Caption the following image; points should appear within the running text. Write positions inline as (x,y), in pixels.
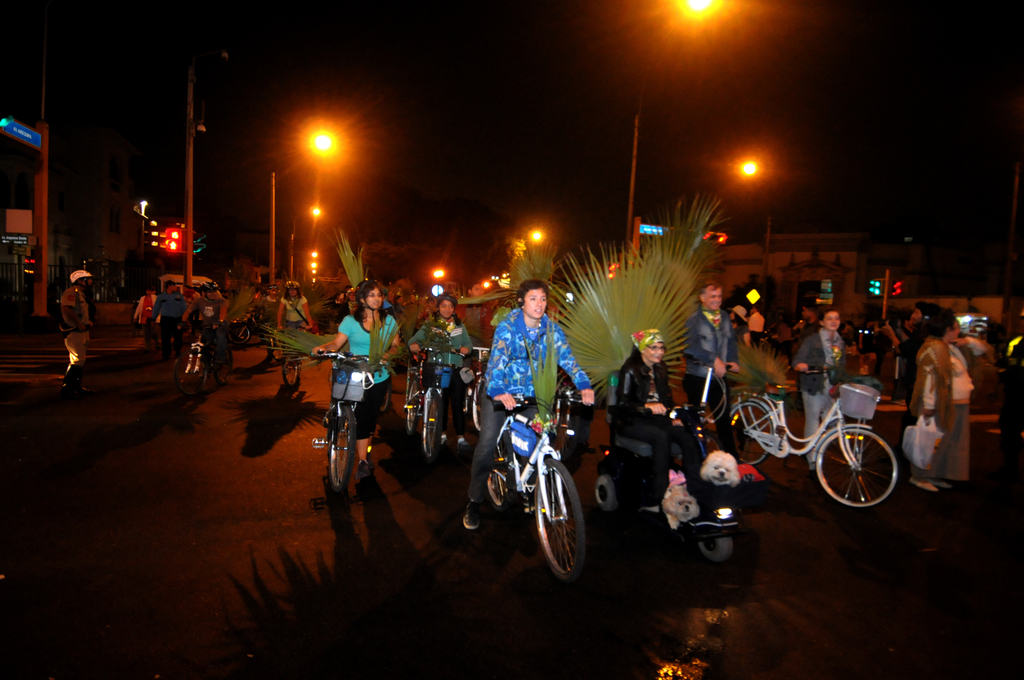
In this image there are a few people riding a bicycle (533,458), a few (175,353) are walking and holding the handle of a bicycle (788,439). In the background (191,217) there are a few street lights (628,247) and buildings (734,277).
